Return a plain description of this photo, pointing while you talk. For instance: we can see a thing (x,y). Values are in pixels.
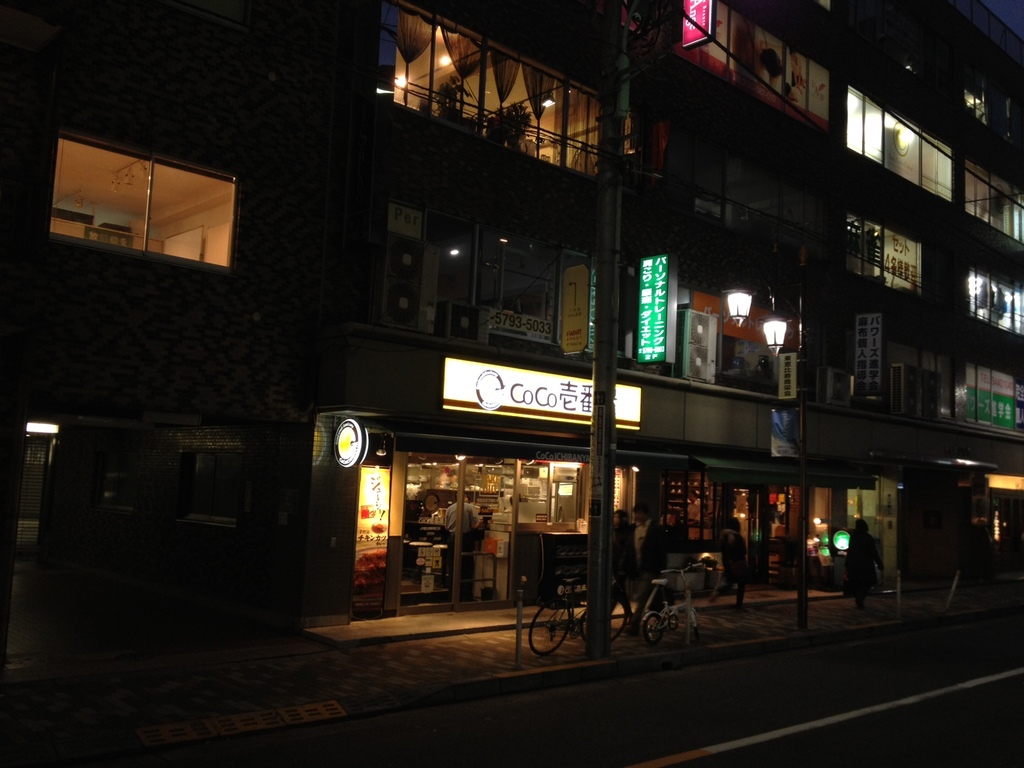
This picture is clicked in the city. At the bottom of the picture (660,634), we see the road (701,687) and cycles (674,573) are parked. Beside that, we see a pole (602,614). There are buildings (221,286) in the background (494,291). We see board (652,302) in white and green color with some text (644,265) written on it. This picture is clicked in the dark.
